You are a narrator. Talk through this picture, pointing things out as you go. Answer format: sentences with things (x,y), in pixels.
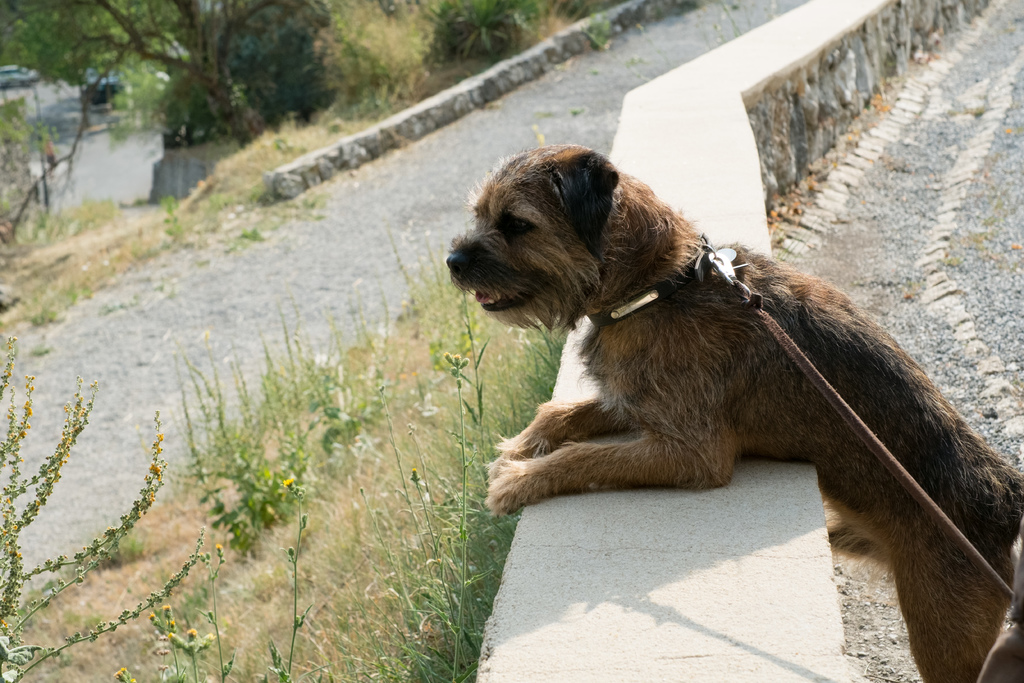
In this image on the right side (970,582) we can see a dog (645,248) wearing belt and on the left side (133,373) we can see the road (420,200) and some plants (199,501) and a tree (230,18).
